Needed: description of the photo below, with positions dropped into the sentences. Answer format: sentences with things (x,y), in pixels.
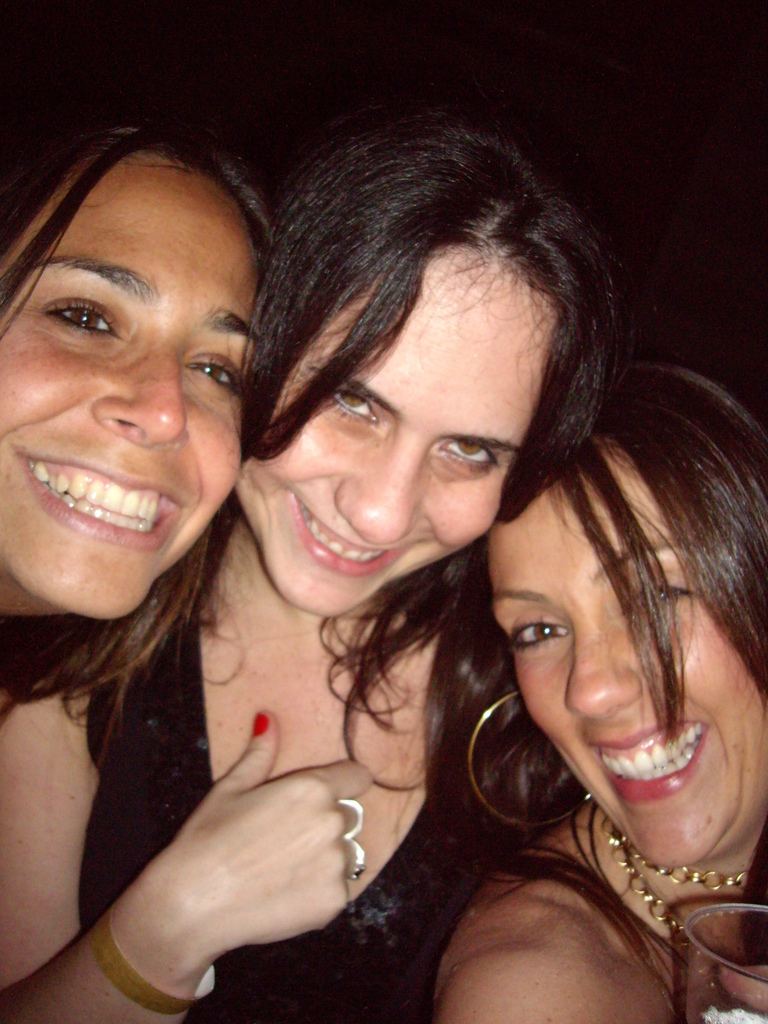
In this image we can see three women (498,424). One woman (536,274) is wearing black dress (194,801) and one woman (669,572) is holding a glass (716,980) in her hand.
